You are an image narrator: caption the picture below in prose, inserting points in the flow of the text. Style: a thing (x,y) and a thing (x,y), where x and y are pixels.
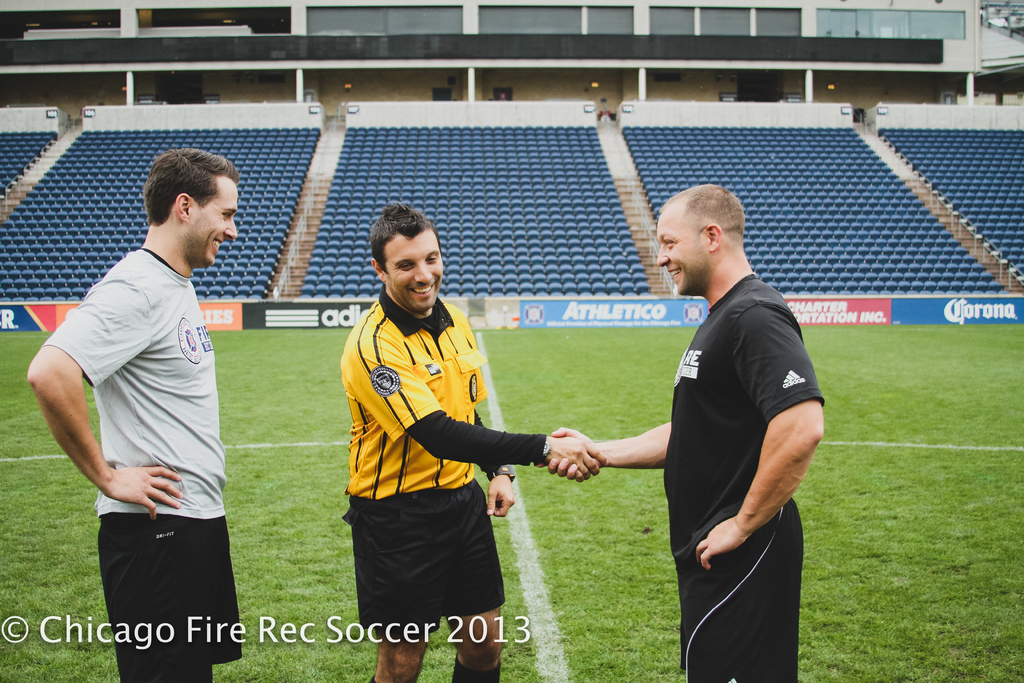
In this picture I can see few people (469,429) standing on the ground (637,474) and couple of them (561,471) shaking their hands (576,434) and I can see few chairs (532,206) and few boards (312,322) with some text (983,321) and a building (709,67) in the back (716,44) and the picture looks like a stadium (468,248) and text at the bottom left corner of the picture (56,614).
